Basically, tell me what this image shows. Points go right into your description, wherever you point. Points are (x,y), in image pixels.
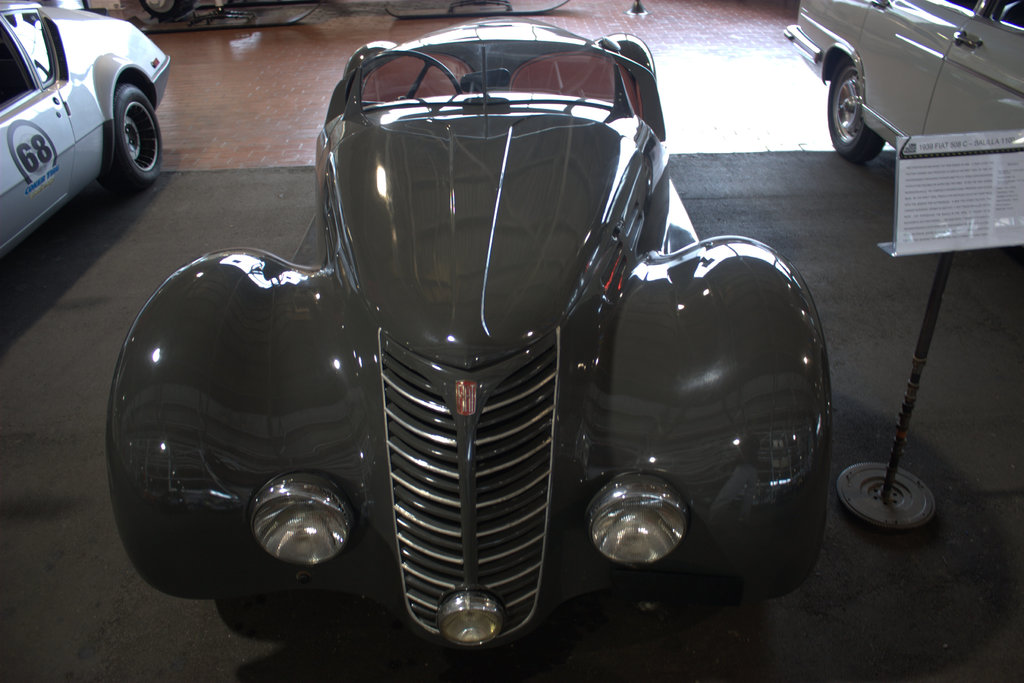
In this image we can see some vehicles (375,374) are on the floor (88,596).
